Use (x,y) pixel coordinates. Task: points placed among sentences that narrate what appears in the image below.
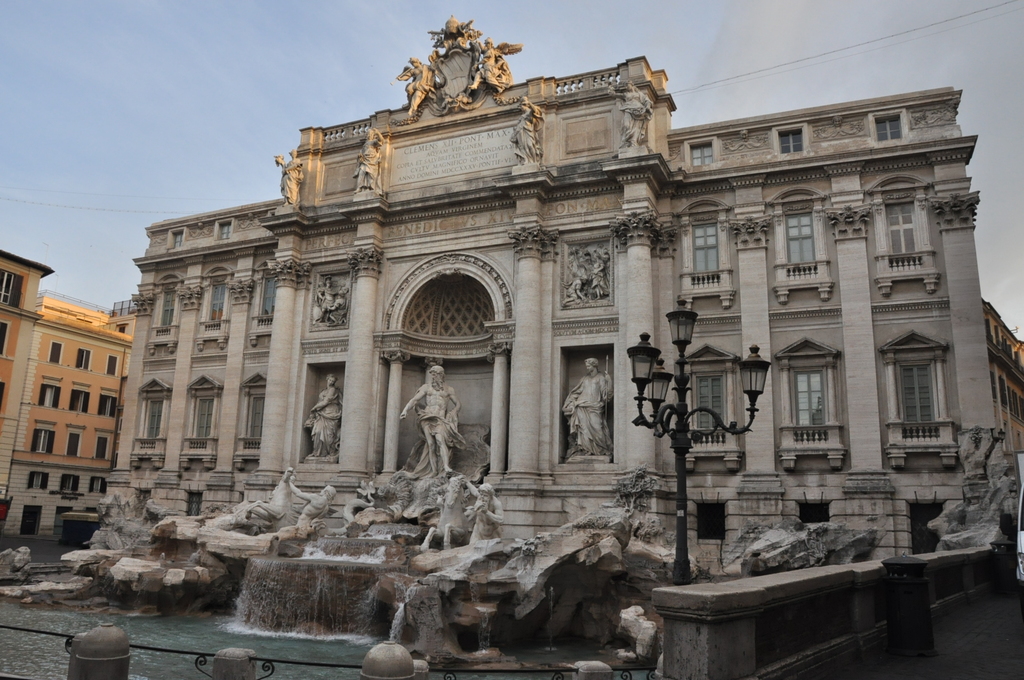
In this picture I can see buildings (358,367). On this building (479,401) I can see some sculptures (415,477). Here I can see street lights (687,423) and water (289,674). In the background (859,97) I can see the sky (302,92).
